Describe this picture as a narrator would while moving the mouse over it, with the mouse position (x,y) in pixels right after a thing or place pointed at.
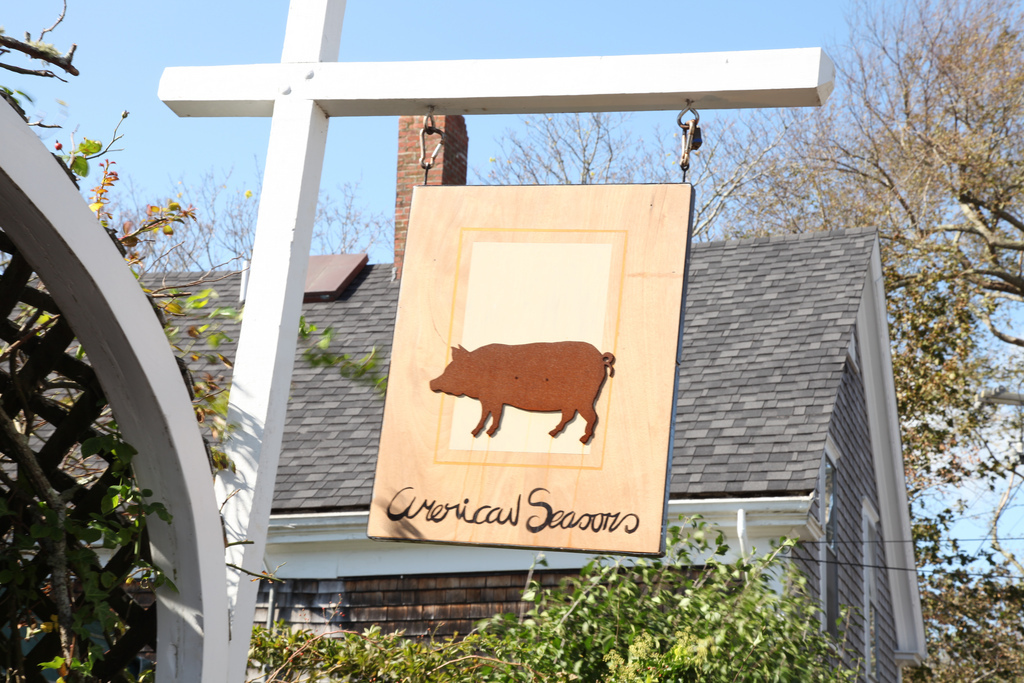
This picture is clicked outside. In the center (582,362) we can see the text (512,493) and a picture (568,418) of an animal (503,355) on the board (489,285) hanging on a white color rod (283,206) and we can see the green leaves (683,631), house (779,475) and in the background (774,22) we can see the sky (794,22), trees (911,473) and some other objects (206,575).
